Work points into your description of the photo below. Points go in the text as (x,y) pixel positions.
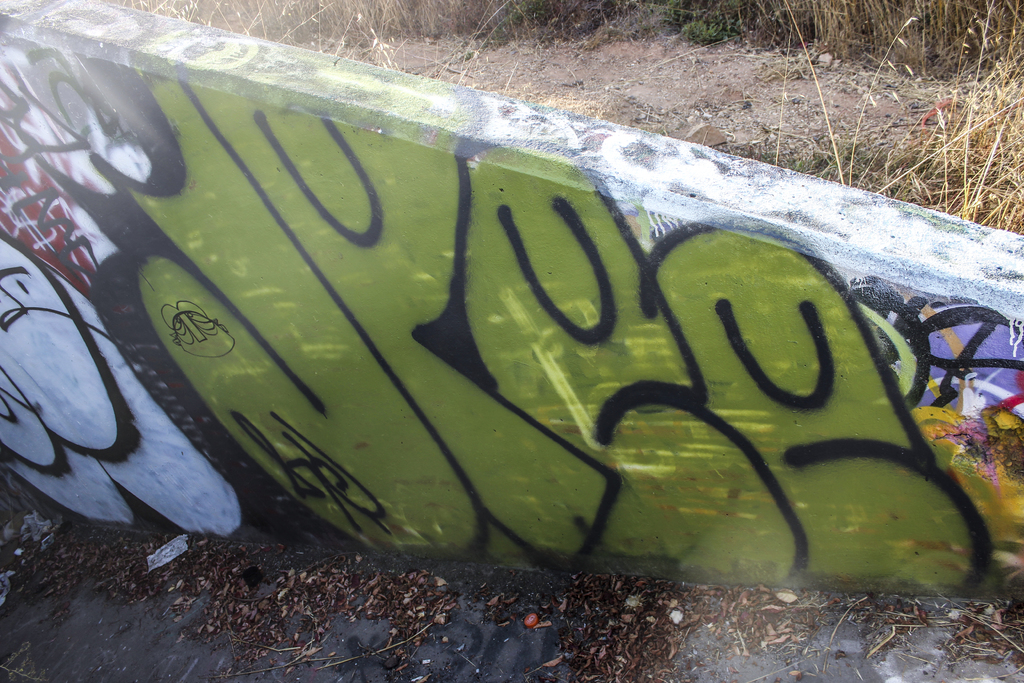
There is a painting (461,374) on a wall (545,314) in the center of the image (501,261) and there is dry grass (933,132) in the background (584,30) area and there is sand (551,613) and dry leaves (213,623) at the bottom side (519,652).
